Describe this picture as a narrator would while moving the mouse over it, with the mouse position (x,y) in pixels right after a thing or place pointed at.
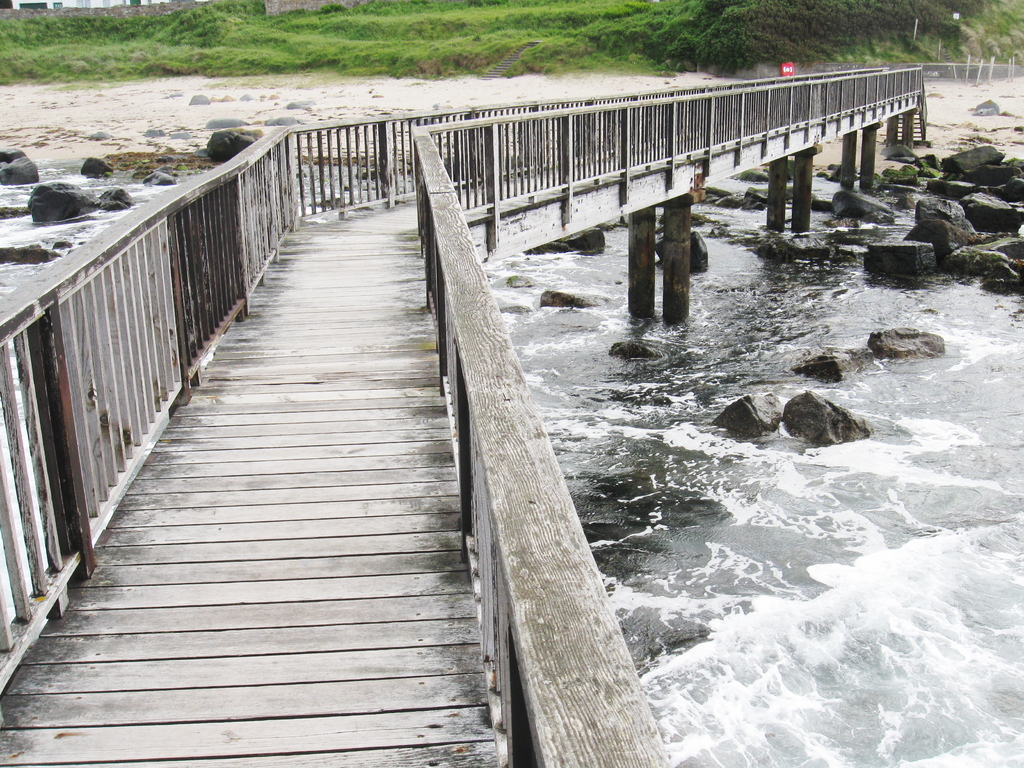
In the center of the image (349,383), we can see a board bridge (316,227) and in the background (870,19), there are trees (850,19) and we can see buildings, poles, rocks (880,208) and there is water (818,561).
